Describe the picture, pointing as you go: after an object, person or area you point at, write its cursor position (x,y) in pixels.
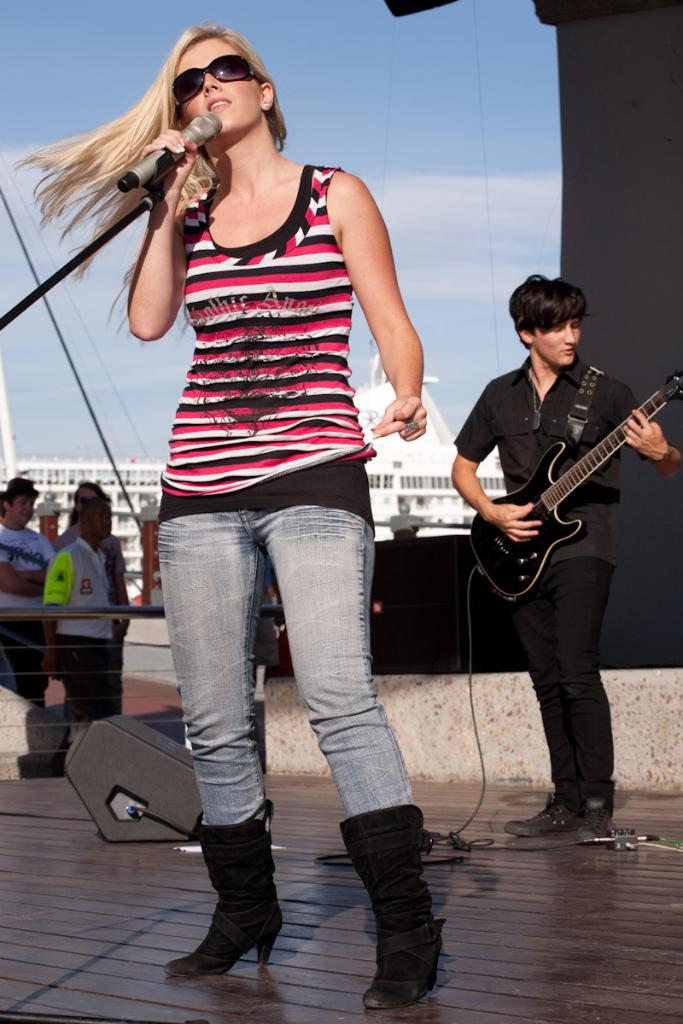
A woman (214,281) is standing and singing on a microphone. There is a man (512,529) standing and playing the guitar (477,518). Behind them there is a building (436,497) and it's a sunny day.
